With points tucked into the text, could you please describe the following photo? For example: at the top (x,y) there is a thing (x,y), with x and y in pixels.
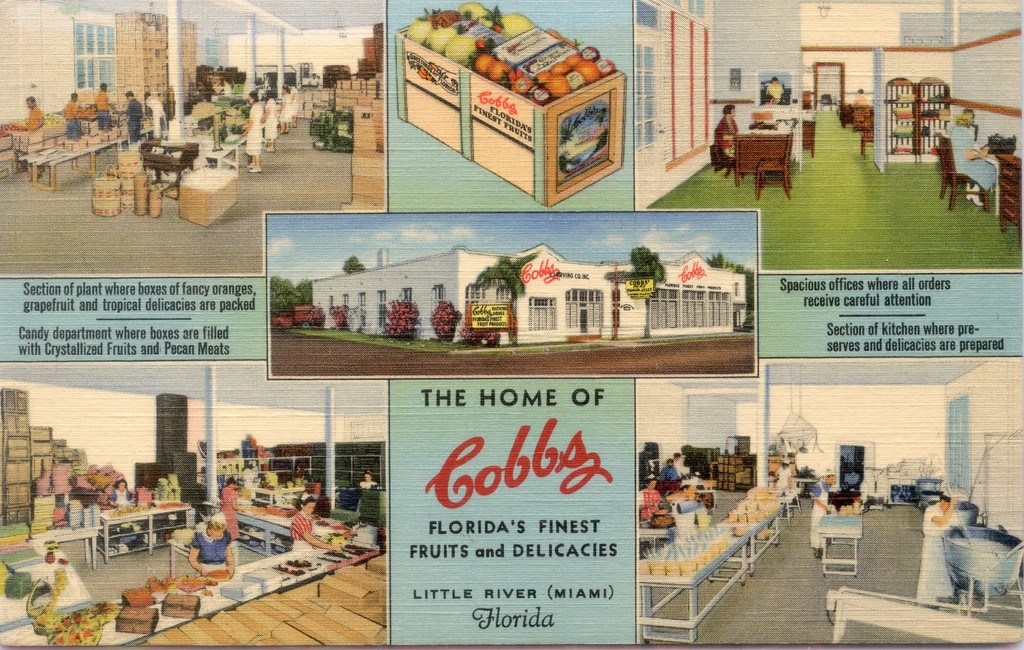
In this picture we can see a building (555,267), trees (520,287), name boards (649,288), box (421,99) with fruits (461,11) in it, tables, windows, some objects (186,494), sky (684,235) with clouds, group of people (281,106) and some text (425,595).
